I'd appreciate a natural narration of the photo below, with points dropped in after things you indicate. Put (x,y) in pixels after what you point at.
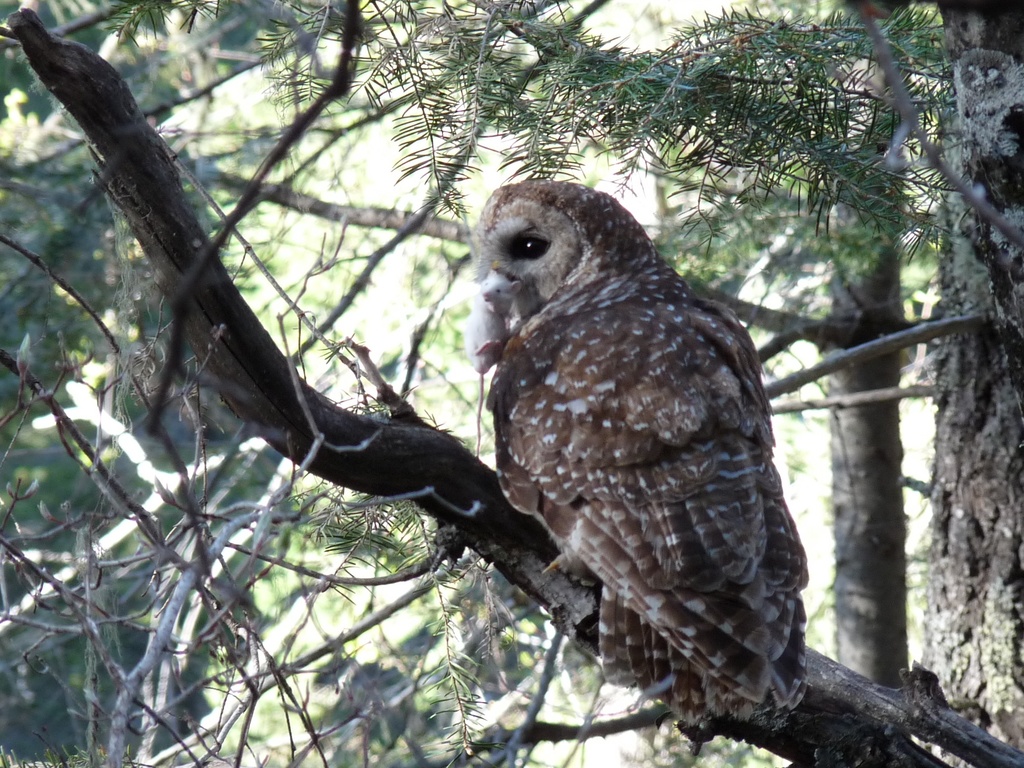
There is an owl (490,261) on the branch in the foreground area of the image (528,277), there are trees (378,166) in the background (743,267).
